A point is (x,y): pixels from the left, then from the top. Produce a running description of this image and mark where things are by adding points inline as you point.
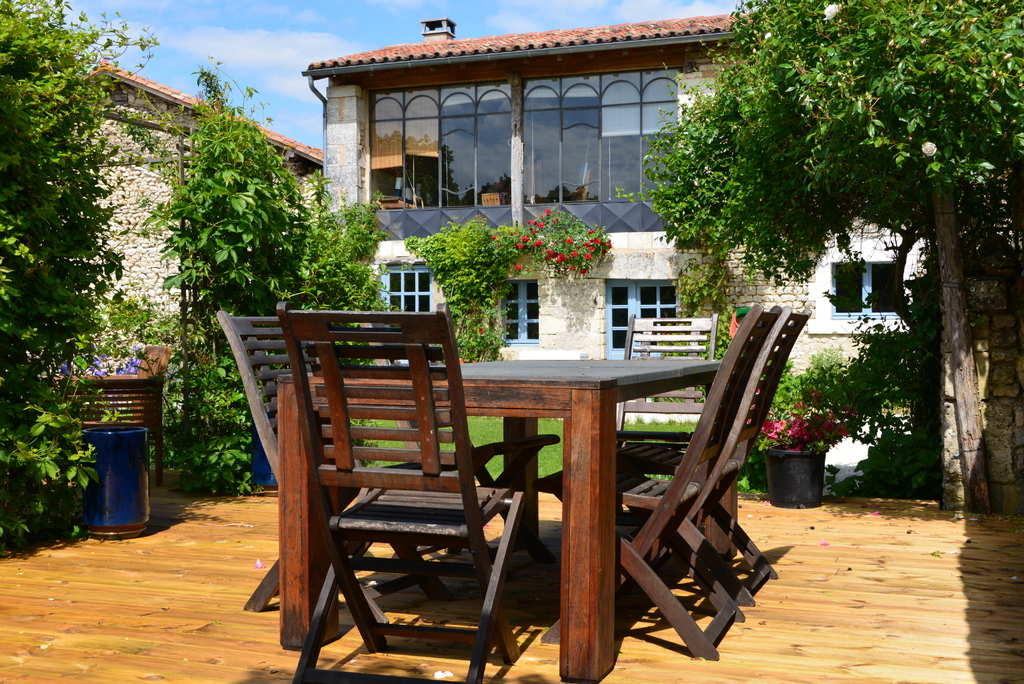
In this image we can see a table (576,394) and a group of chairs (632,495) placed on the ground (511,598). We can also see a trash bin (117,523), a plant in a pot (801,476), some flowers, a group of plants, a wooden pole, grass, wall (1018,458), some buildings (587,274) and the sky (322,7) which looks cloudy.
